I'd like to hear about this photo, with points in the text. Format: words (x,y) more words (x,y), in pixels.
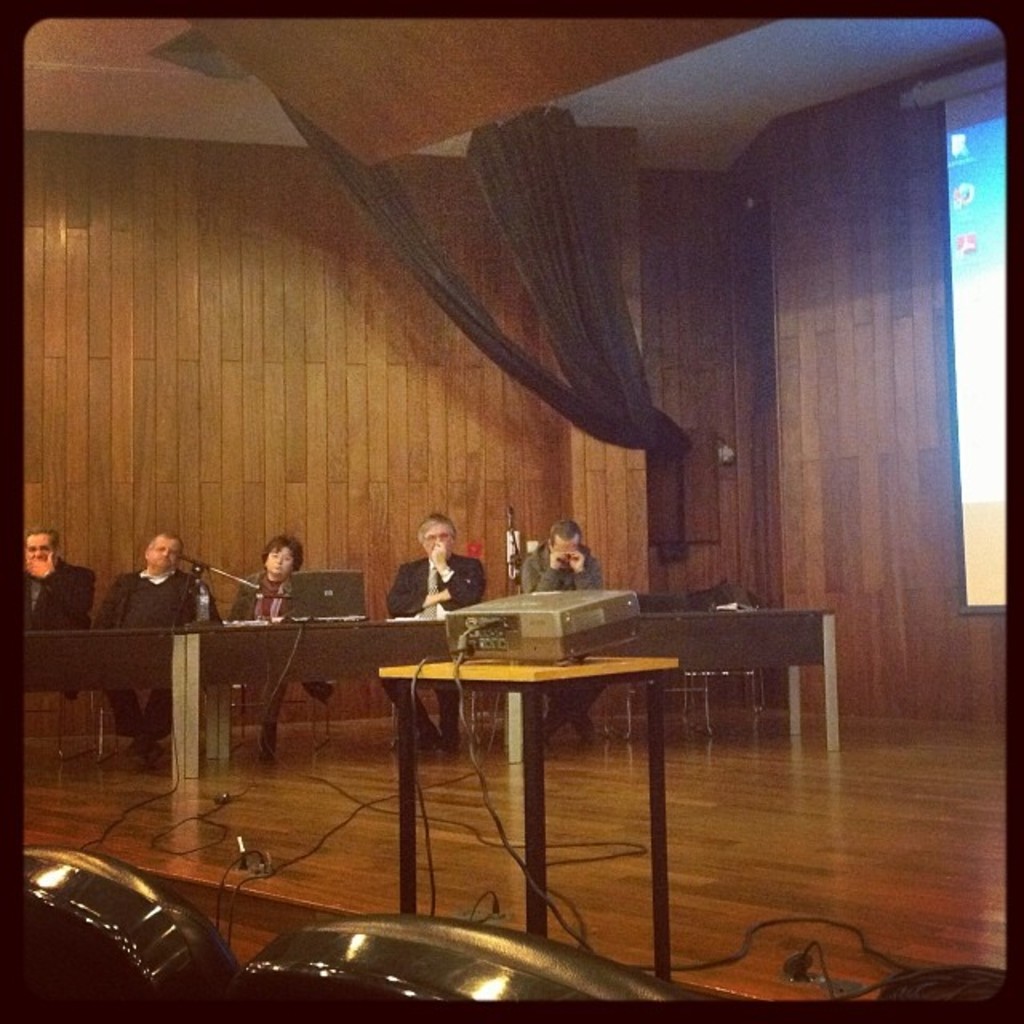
In the image we can see there are people (280,588) who are sitting on the chair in front of them there is a table (403,658) on which there are laptops (325,607) and they are sitting on the stage (505,790) and there is a projector (560,613) and its flashing a light (983,225) on the screen (972,366).
